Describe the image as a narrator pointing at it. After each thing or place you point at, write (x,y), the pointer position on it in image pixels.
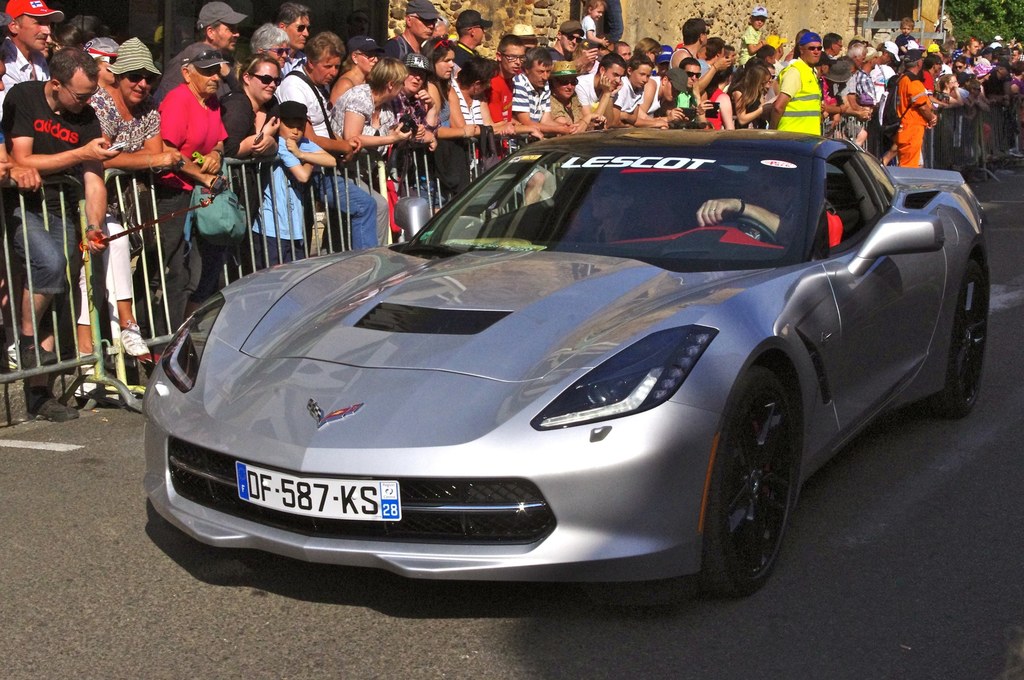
In this picture we can see a car (602,400) in the front (692,318), there are two persons (709,201) in the car (607,201), in the background (776,73) there are some people (493,72) standing and looking at the car (595,205), on the left side (250,236) we can see barricades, at the right top of the picture (976,14) we can see a tree (988,22), there is a building (706,10) in the background (685,7), some of these people (413,77) wore caps (119,69).
